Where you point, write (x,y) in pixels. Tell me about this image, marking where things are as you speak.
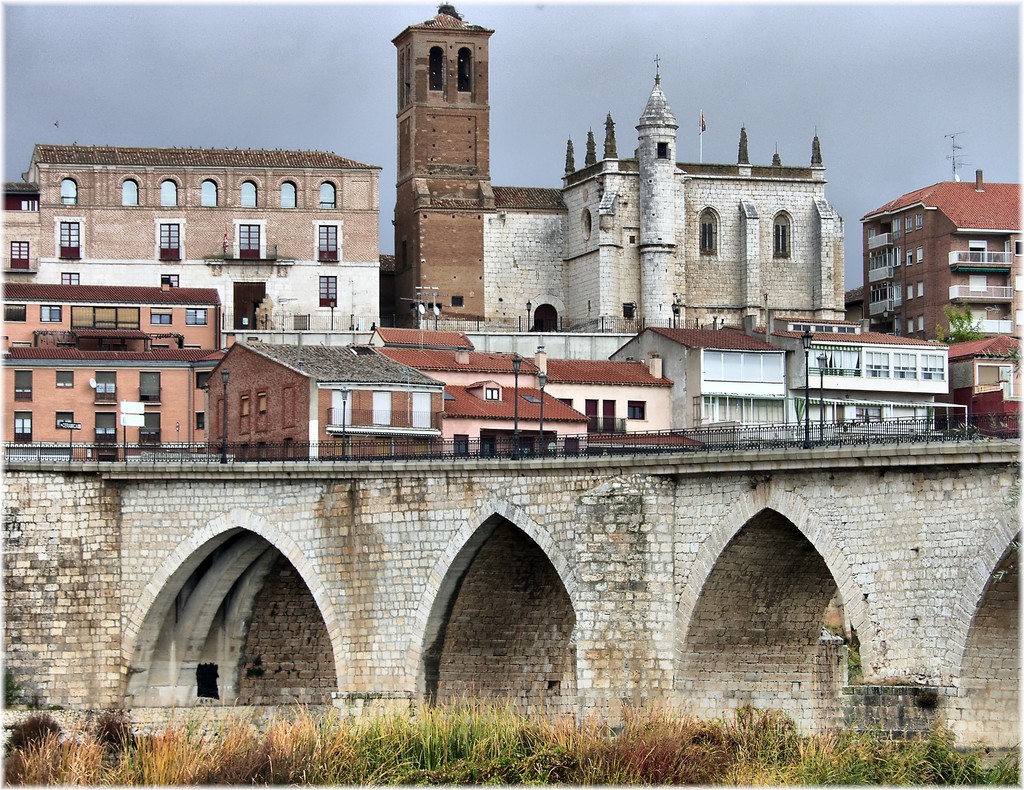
In this picture we can see plants (534,761), bridge (569,652), buildings (498,206) with windows (875,287), some objects (280,301) and in the background (620,54) we can see the sky (620,54).
